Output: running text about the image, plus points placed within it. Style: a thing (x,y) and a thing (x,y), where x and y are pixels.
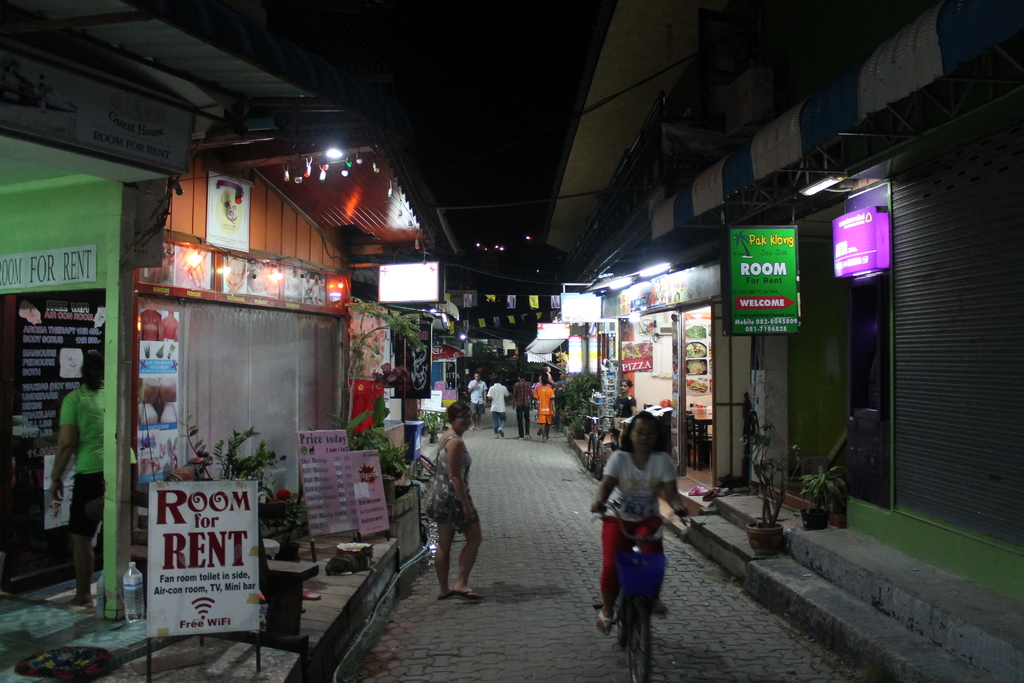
This picture might be taken outside of the building (736,411). In this image, in the middle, we can see a woman (656,522) riding a bicycle (637,542), we can also see an another woman (471,512) walking on the land (481,584). On the right side (882,239), we can see hoardings (875,253), flower pot (809,527), plants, glass door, chair (697,440) and tables (694,434), lights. On the left side (315,479), we can also see some hoardings (323,511), person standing in front of the door (41,441), curtains (189,341), flower pot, plants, table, water bottle (140,608). In the background (551,408), we can see group of people (543,397) walking on the land (537,429), trees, street lights (459,338), buildings (498,336).
